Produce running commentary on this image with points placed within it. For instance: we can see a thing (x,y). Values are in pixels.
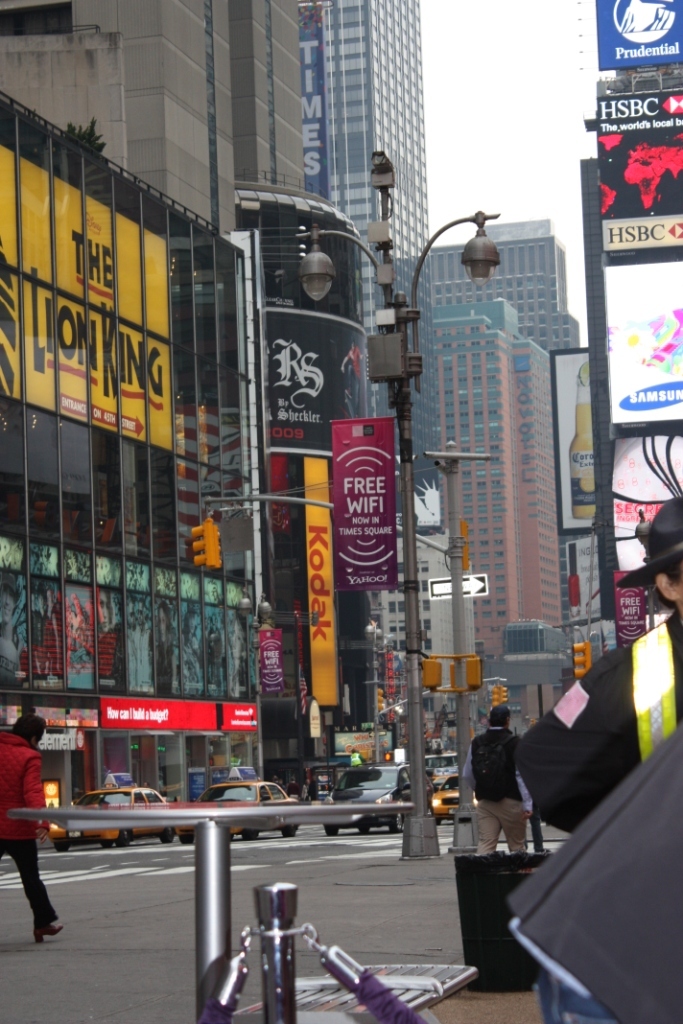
In this picture, we can see a few people (671,676), a few buildings (211,495) with windows (199,491), posters (641,357), and we can see poles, lights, sign boards (621,163), posters (627,41), and we can see the sky (538,75).
